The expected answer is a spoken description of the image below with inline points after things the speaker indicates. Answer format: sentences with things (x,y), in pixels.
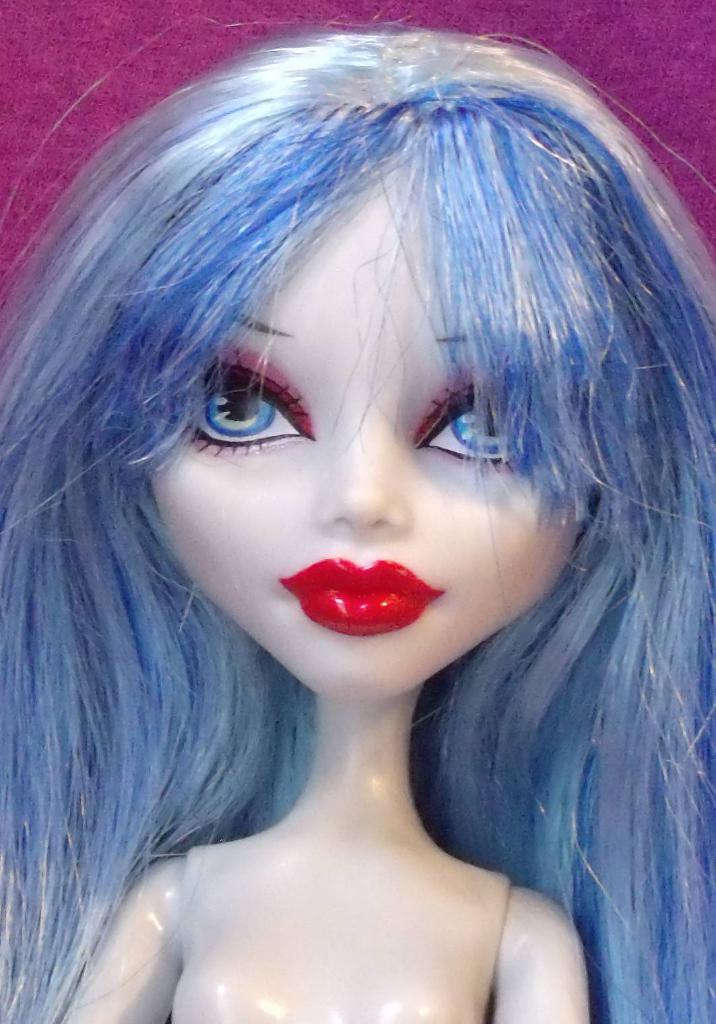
In the center of the image (296,536) a barbie doll (387,394) is there.
